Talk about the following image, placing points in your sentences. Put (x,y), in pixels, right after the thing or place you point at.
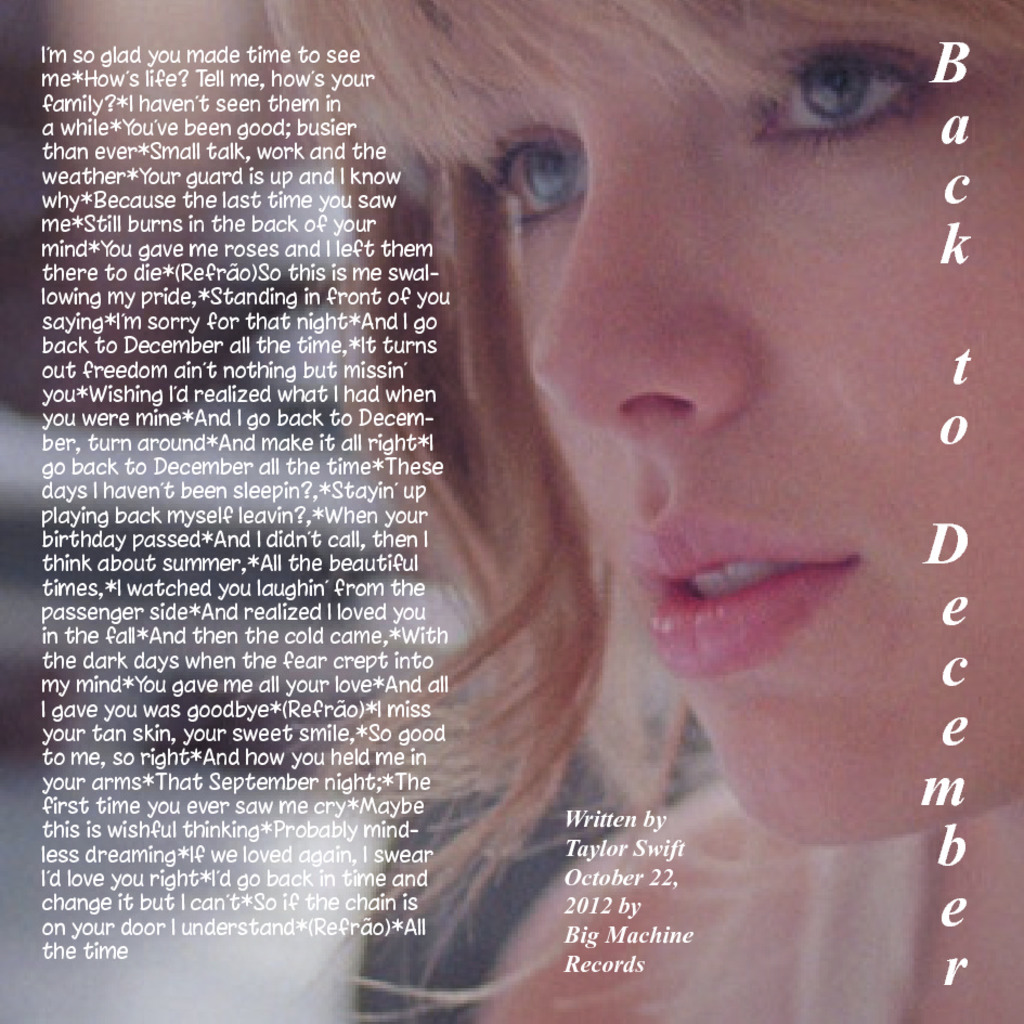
In this picture we can see a girl's face (689,313), there is a blurry background (140,12), we can see some text (296,637) here.
